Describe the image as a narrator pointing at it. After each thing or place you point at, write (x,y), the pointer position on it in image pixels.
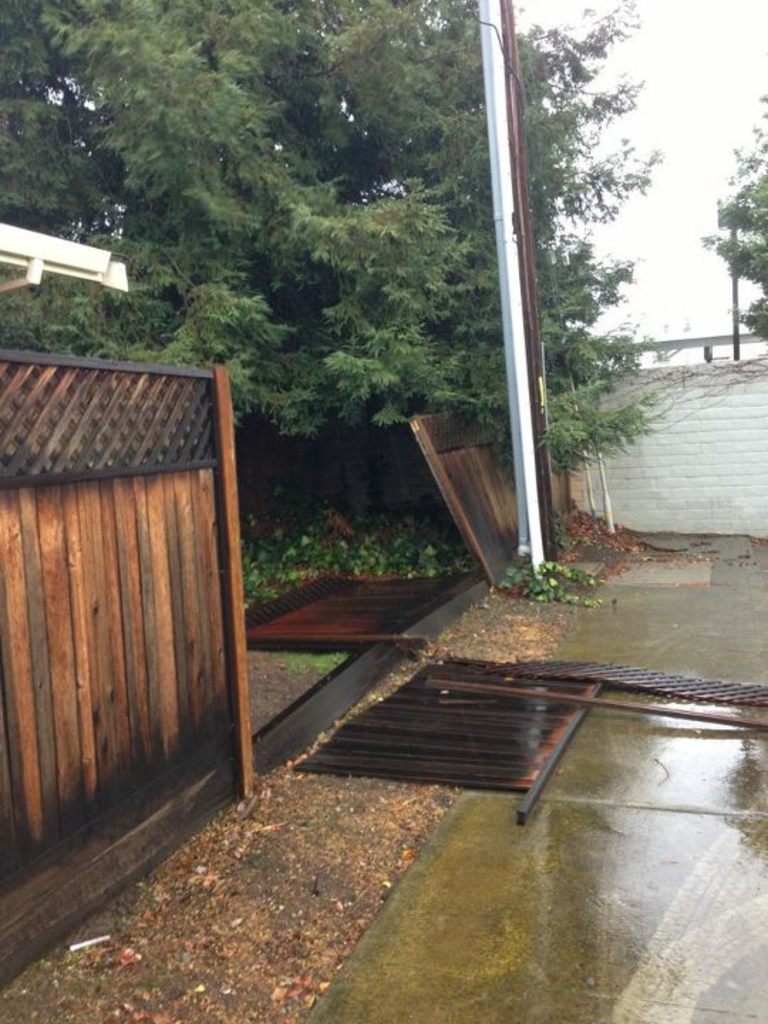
In this image there is an electric pole (507,211) in the middle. On the left side (159,676) there is a wooden fence (126,571). At the bottom (490,707) there is a floor (504,796) on which there are wooden sticks (488,720). On the left side (203,153) top there is a tree (217,224). On the right side (687,457) there is a wall (697,449).
